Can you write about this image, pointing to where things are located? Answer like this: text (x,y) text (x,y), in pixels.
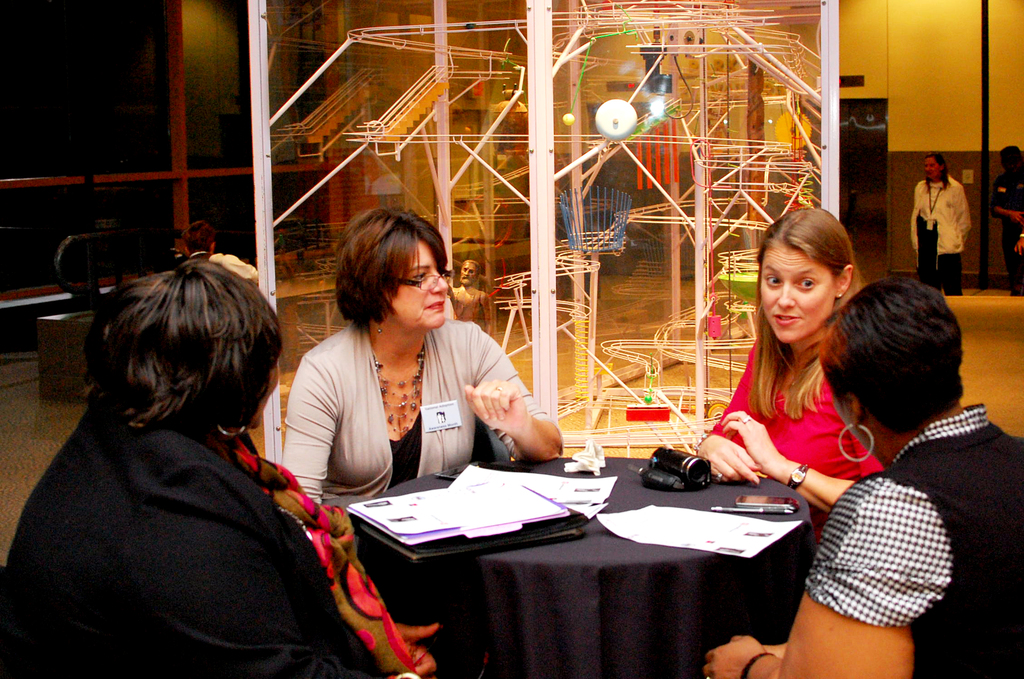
In the image we can see there are people (451,384) who are sitting on chair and in front of them there is a table (586,541) on which there is a file (541,529) and papers (605,525), mobile phone (744,505) and video camera (697,478) is kept. At the back (587,207) there are iron machines (665,127) and a man (957,205) is standing over here.
